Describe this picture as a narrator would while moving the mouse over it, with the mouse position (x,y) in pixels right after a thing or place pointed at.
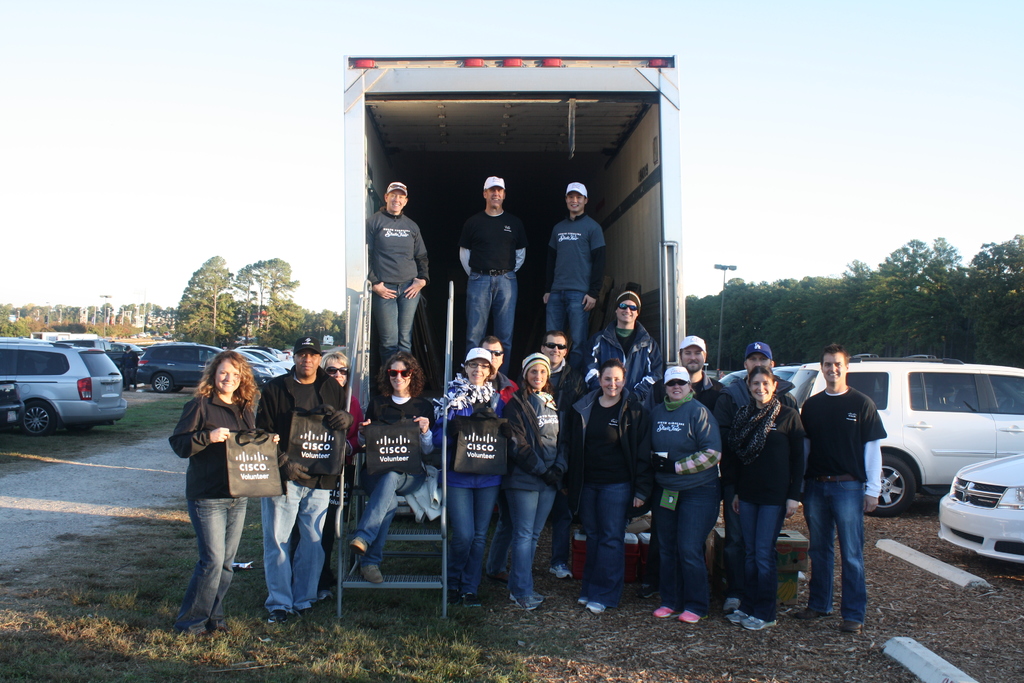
In this image we can see some people (448,522) posing for a photo and among them few people (478,353) are holding some objects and there are some vehicles (923,463) and we can see some objects (339,598) on the ground (653,607). We can see some trees (759,309) and grass (244,641) on the ground (637,680) and at the top (769,90) we can see the sky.
